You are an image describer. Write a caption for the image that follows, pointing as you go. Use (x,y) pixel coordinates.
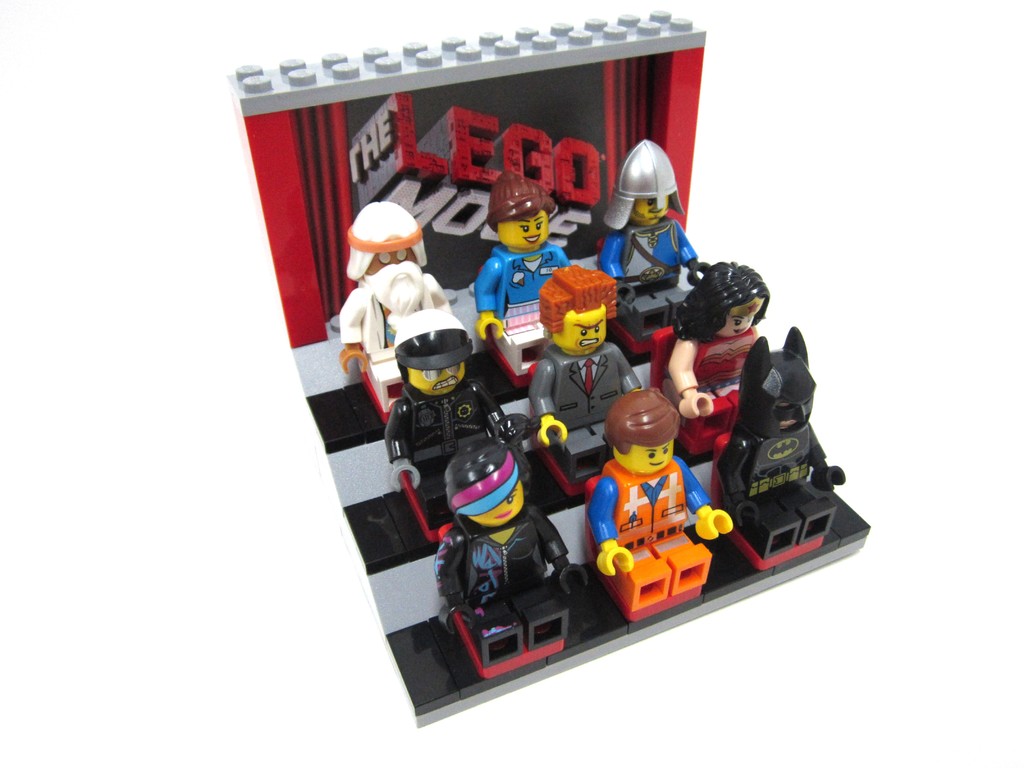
In this picture we can see LEGO toys (700,387), there is a white color background (902,99).
